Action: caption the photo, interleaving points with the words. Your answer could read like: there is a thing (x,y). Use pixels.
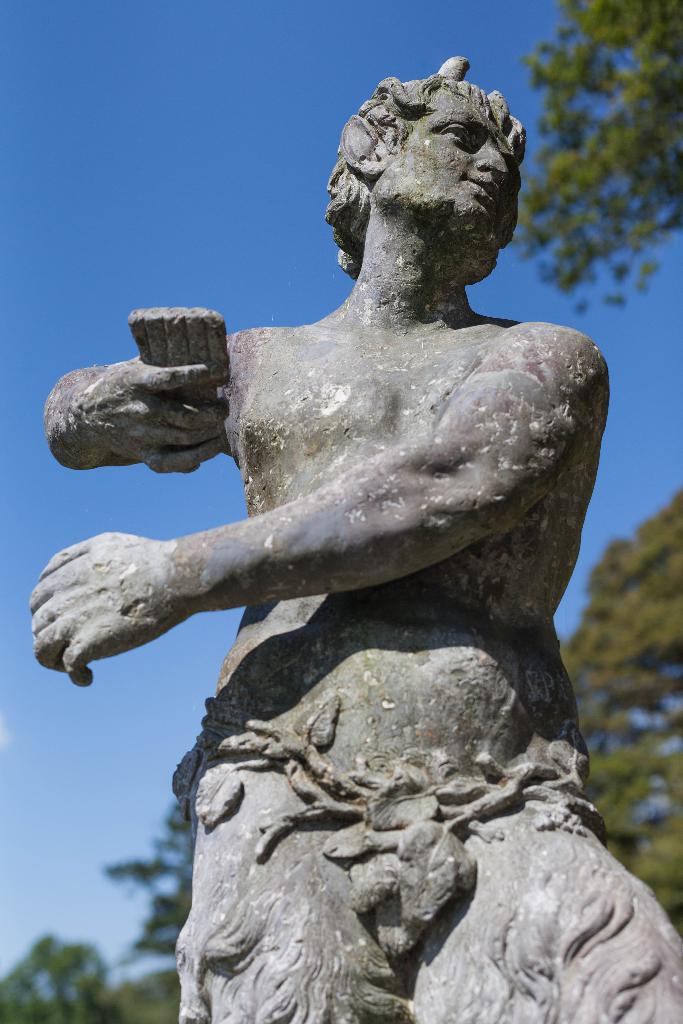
There is a sculpture (440,618) in the foreground area of the image (469,642), there are trees (59,980) and the sky (166,509) in the background (682,356).
